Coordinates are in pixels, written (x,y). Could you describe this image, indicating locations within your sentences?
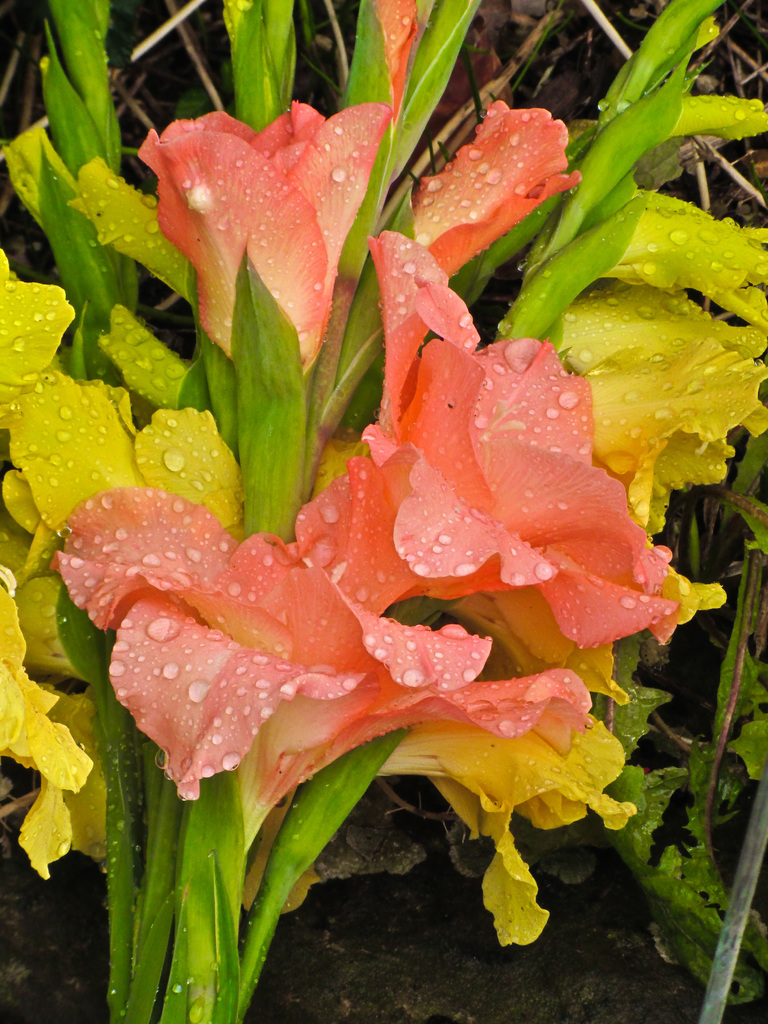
In the picture I can see orange and yellow color flowers (378,459) on which I can see water droplets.
